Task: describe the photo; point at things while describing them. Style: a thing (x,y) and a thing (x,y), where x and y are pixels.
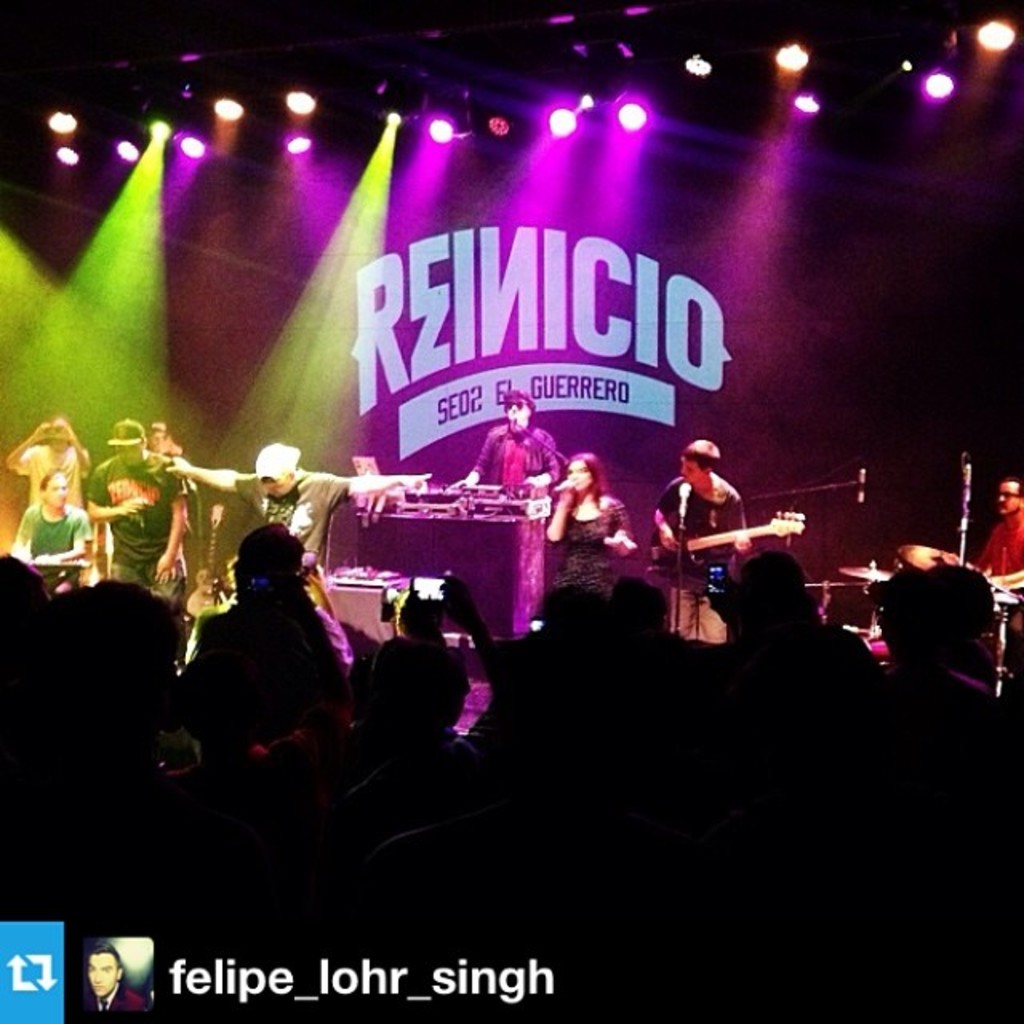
At the bottom of the image (283,965) there is text (220,986). There are people (384,722) standing. In the center of the image (682,628) there are people (40,459) performing music concert. In the background of the image (270,398) there is a screen (291,298) with some text (454,267). At the top of the image (67,122) there are lights (502,126).
